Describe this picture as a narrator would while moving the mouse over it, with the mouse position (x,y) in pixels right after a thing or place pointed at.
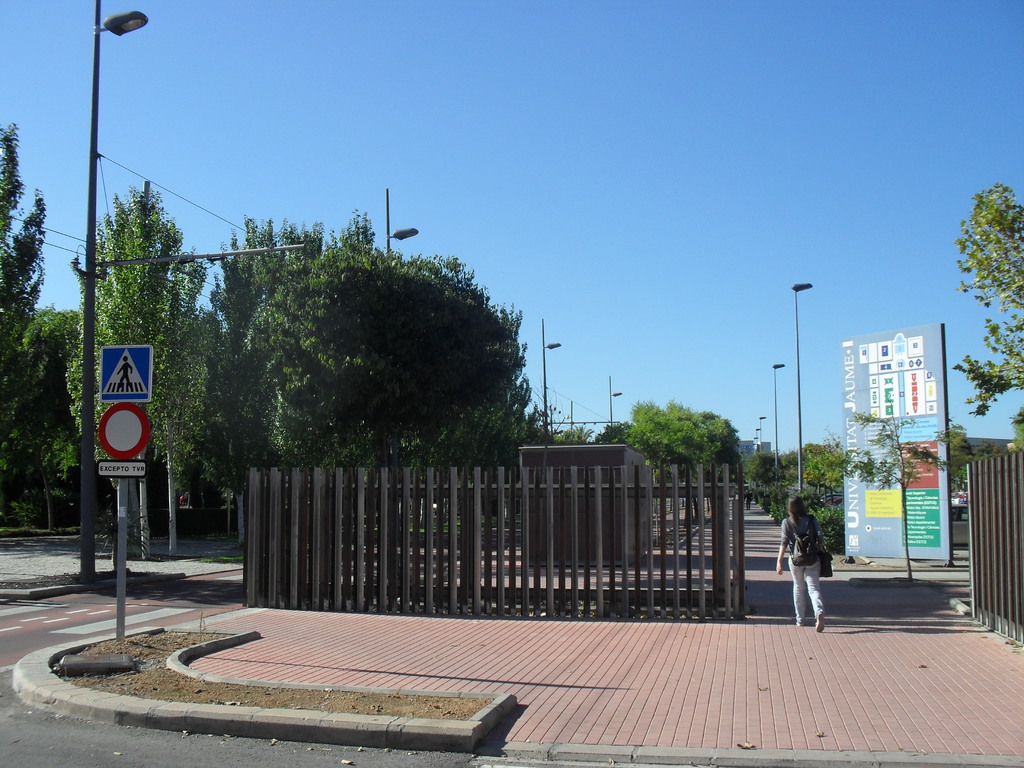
On the right side of the image (797,518) we can see a lady (800,504) walking. On the left (124,635) there is a sign board (121,563). There is a fence (352,479). In the background (242,371) there are trees (451,320), pole (797,328), board (890,381) and sky (505,121).
